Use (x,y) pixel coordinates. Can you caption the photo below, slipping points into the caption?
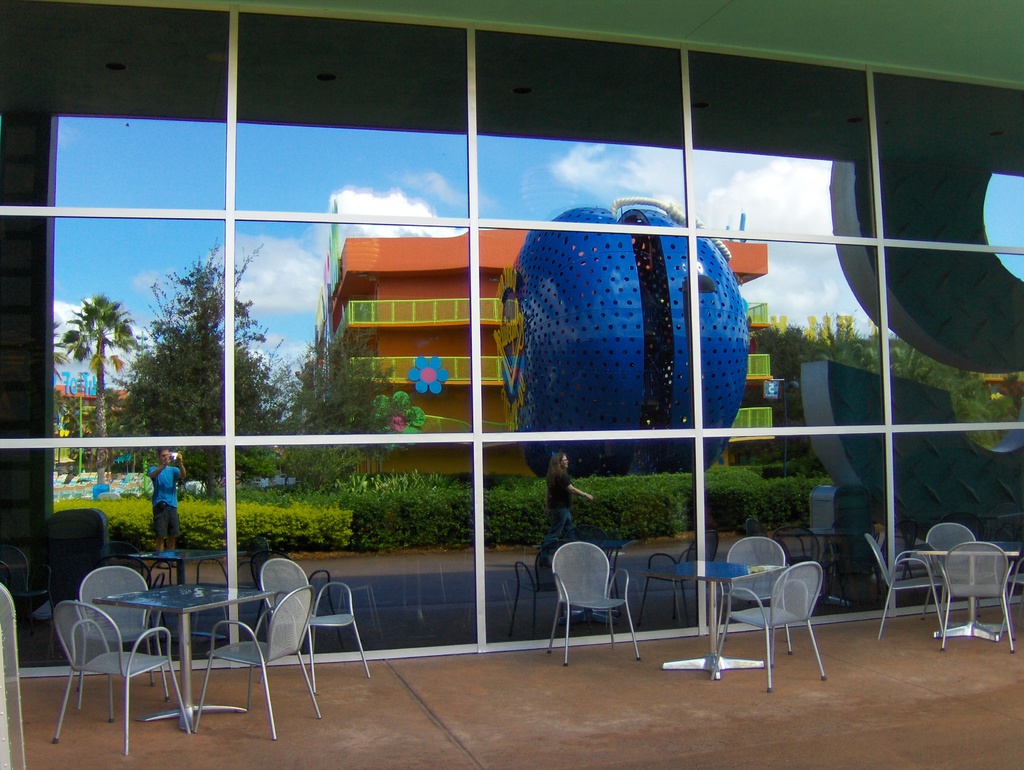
In this image we can see a glass wall (316,254). In front of the wall (948,213) tables (955,627) and chairs (251,664) are there. In the reflection (319,348) we can see building (428,337), plants (352,486) and trees (349,467). The sky (202,206) is in blue color with some cloud (314,255) and one blue color structure (630,342) is present.
